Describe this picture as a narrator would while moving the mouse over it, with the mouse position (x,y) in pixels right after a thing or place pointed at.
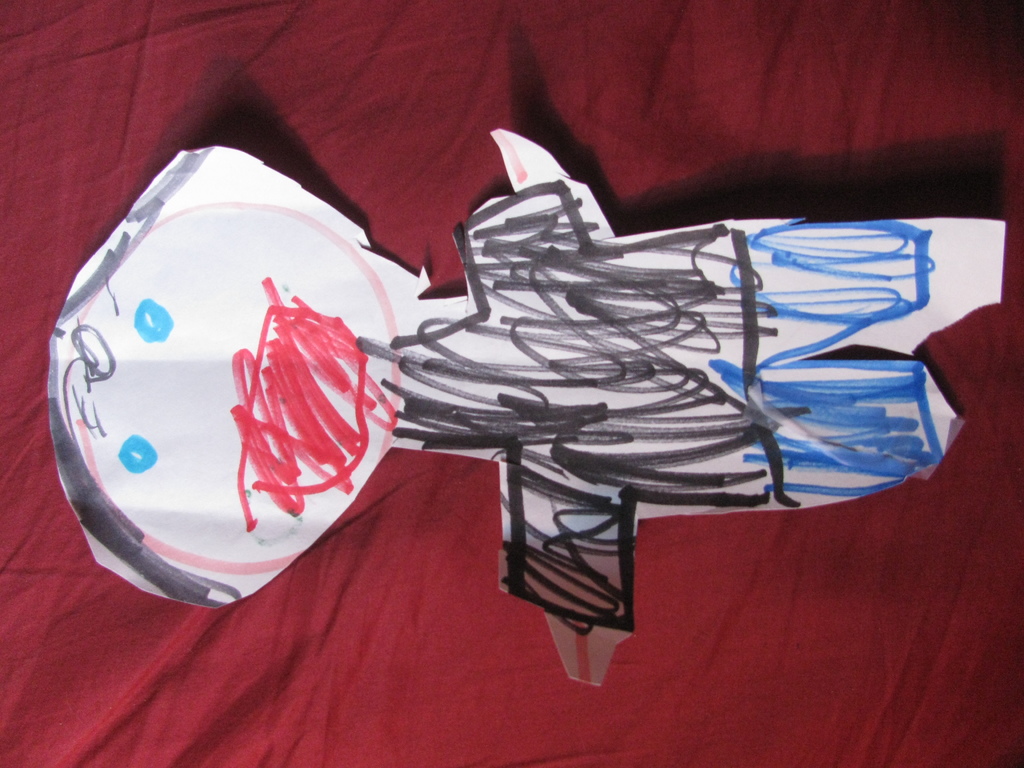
A drawing (306,513) is made on a paper (778,398). There is a maroon surface (341,705).
